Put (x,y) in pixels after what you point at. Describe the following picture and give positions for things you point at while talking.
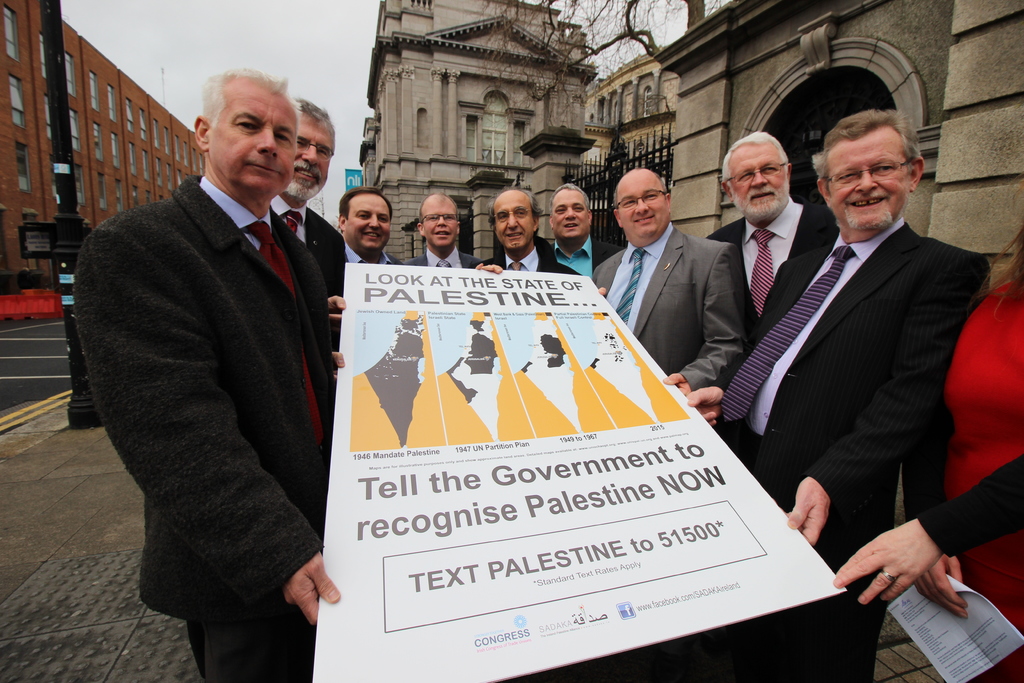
There are some people (633,226) holding a poster (545,317) with something written on that. In the background (554,96) there are buildings (460,88) with windows (504,103) and there is a railing (606,157). And a pole (74,184) is on the left side (57,200). In the background (259,38) there is sky (259,38).
